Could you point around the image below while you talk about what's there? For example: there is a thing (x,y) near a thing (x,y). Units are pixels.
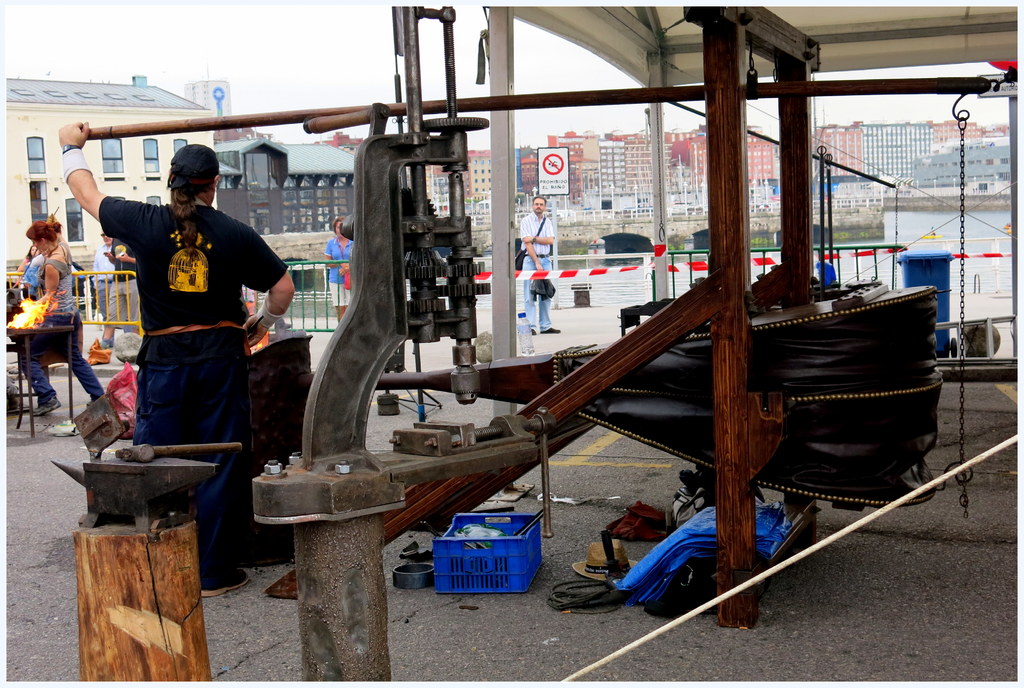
In front of the image there is a wooden log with a tool (161,459) on it. Beside that there is a machine (379,119). And also there are wooden poles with equipment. And there is a person (260,254) holding the wooden object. And there are few people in the image. On the left corner of the image (14,325) there is a table (21,344) with fire (40,308). And in the background (560,189) there are buildings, pole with a sign board (544,190), railings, walls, water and chain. On the ground (596,528) there is a box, cover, hat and some other things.
